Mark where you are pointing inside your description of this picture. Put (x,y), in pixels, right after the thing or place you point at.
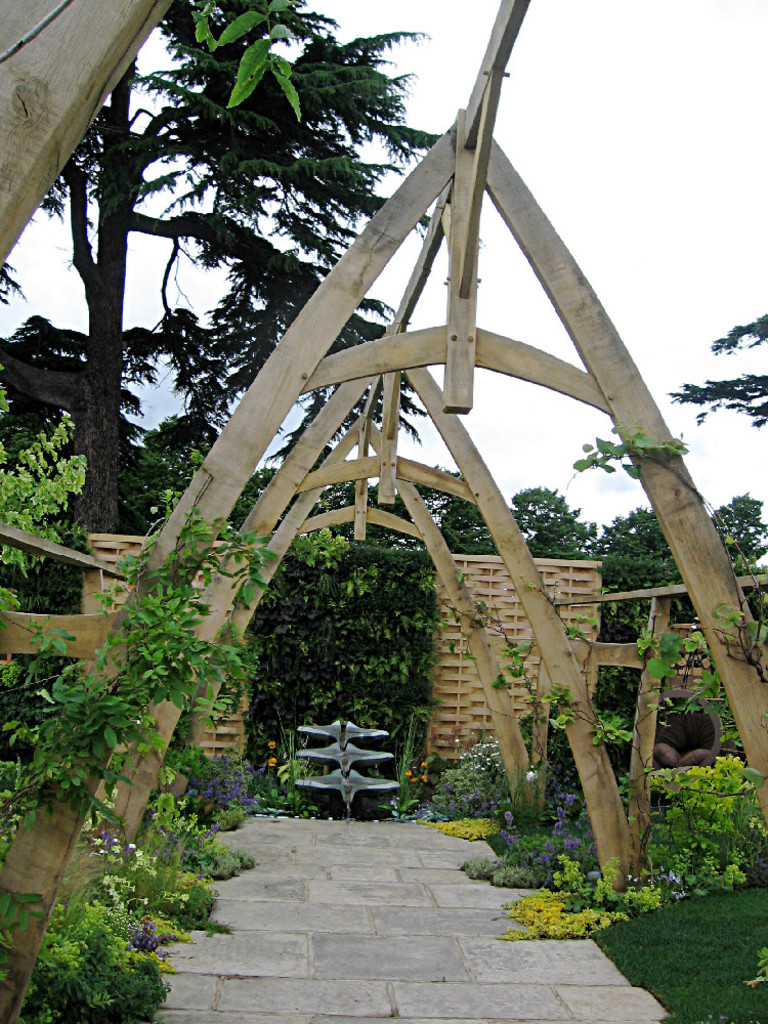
In this image, we can see an architecture (725,589). We can see some plants (290,718) and trees (148,458), at the top (429,285) we can see the sky (728,136).
